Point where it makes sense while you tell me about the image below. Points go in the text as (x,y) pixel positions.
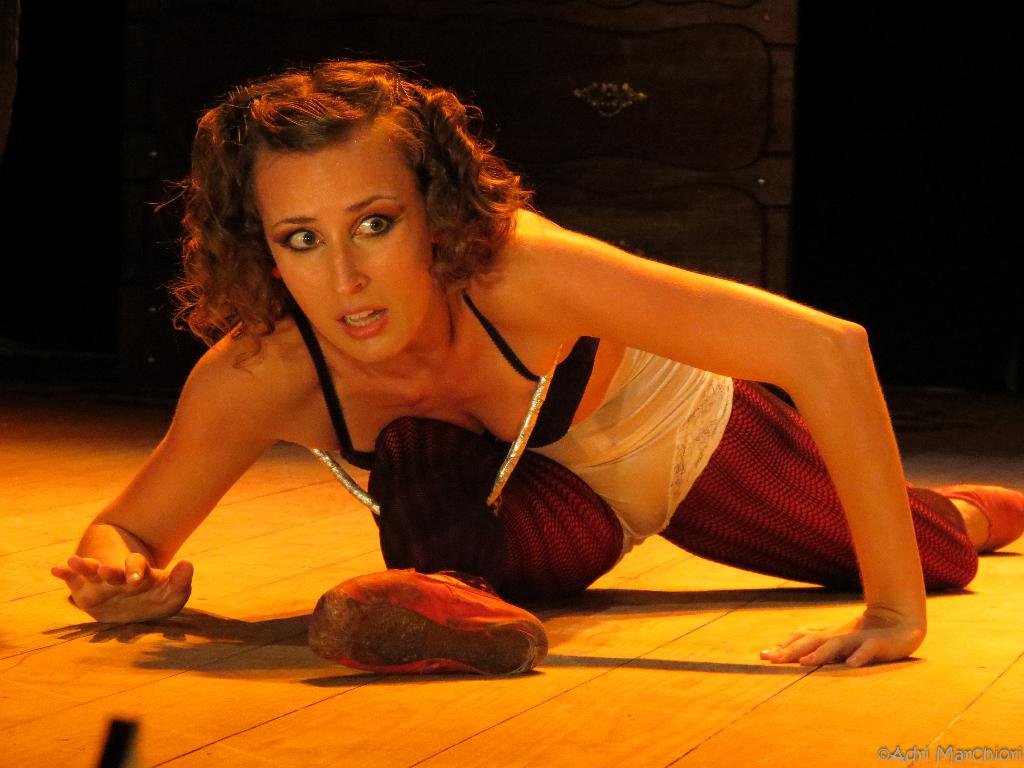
In the foreground (347,142) I can see a woman (1002,511) on the stage (564,686). The background (93,174) is dark in color. This image is taken may be on the stage (540,681) during night.
